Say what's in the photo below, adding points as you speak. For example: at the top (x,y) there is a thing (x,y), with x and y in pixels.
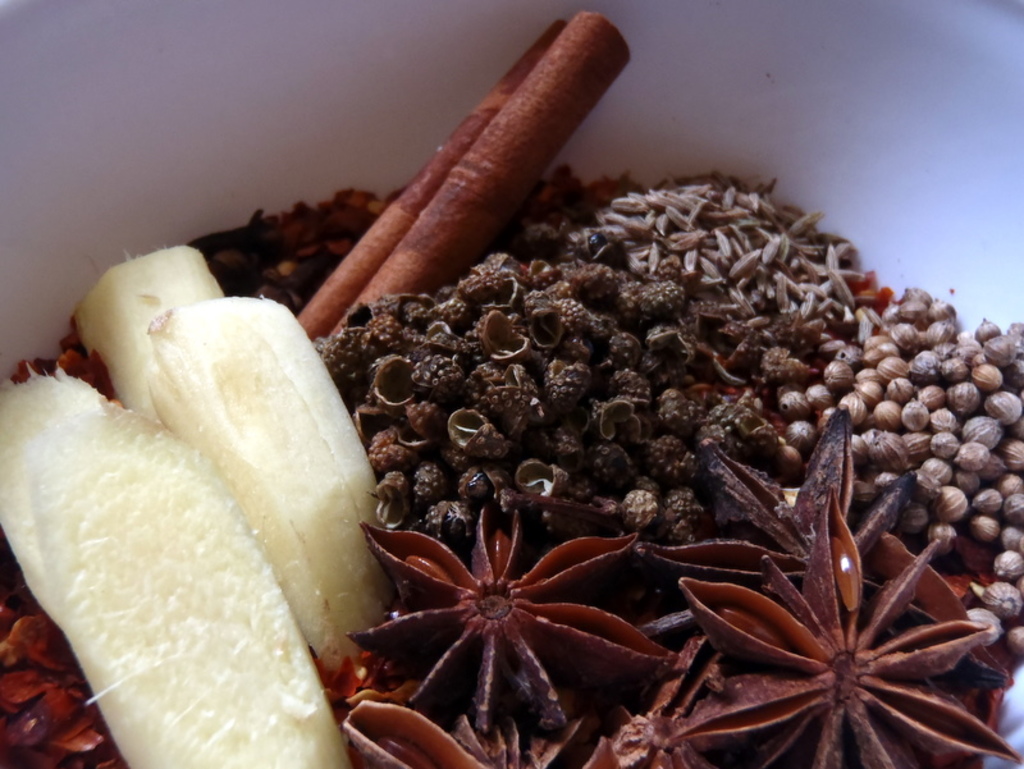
In this image there are cinnamon (375,269), star anise (591,571) and some other spices (551,490).
